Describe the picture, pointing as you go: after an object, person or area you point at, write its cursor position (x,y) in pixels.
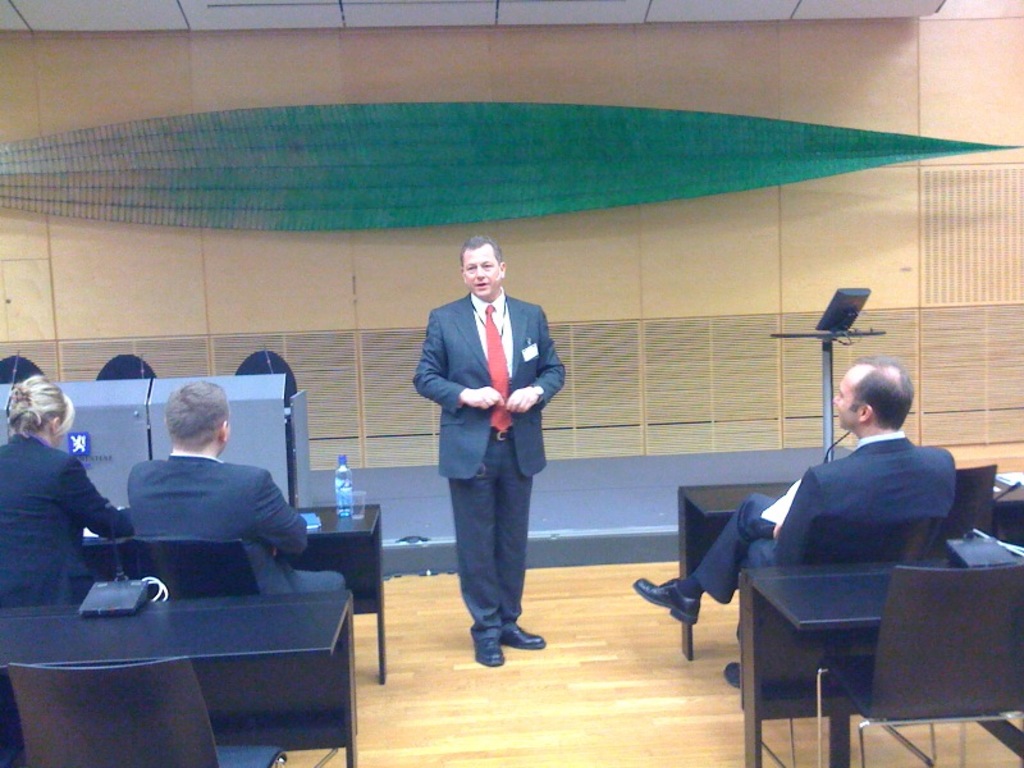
In this picture we can see one man (504,632) wearing a blue blazer (512,371) and talking something. Here we can see few persons (77,541) sitting on chairs (142,562) in front of a table (347,534). On the table (347,518) we can see a glass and a bottle (341,506). This is a floor (550,717).
